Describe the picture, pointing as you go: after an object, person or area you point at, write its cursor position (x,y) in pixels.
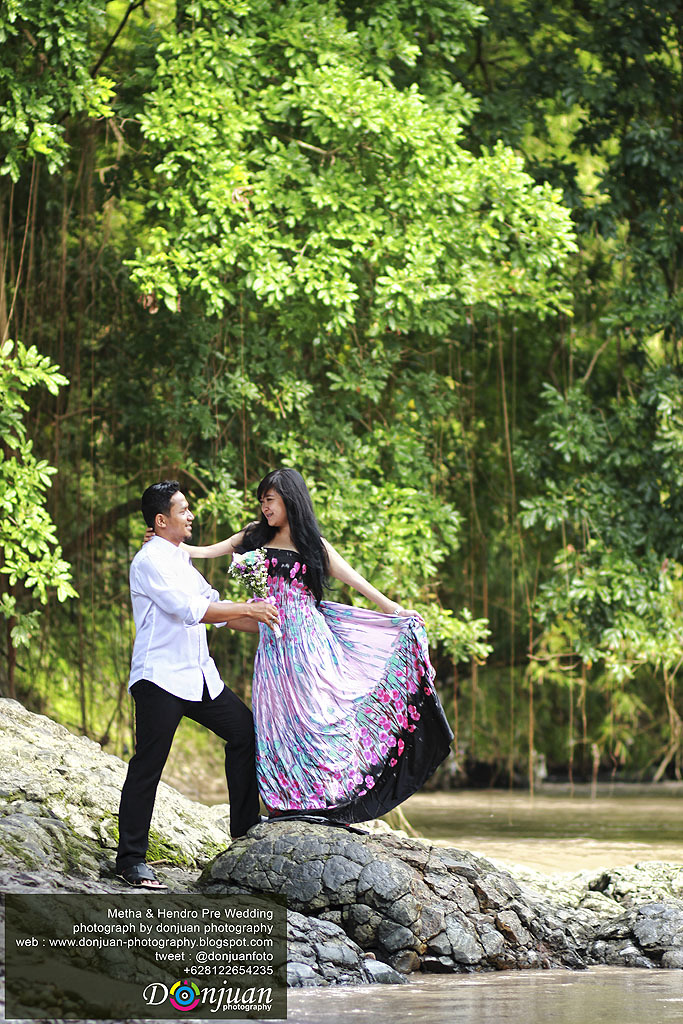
In the center of the image (261,614) we can see a man (167,586) and a lady (290,680) standing. In the background (277,424) there are trees (557,525). At the bottom (351,966) there are rocks (301,926) and water (533,1000).
